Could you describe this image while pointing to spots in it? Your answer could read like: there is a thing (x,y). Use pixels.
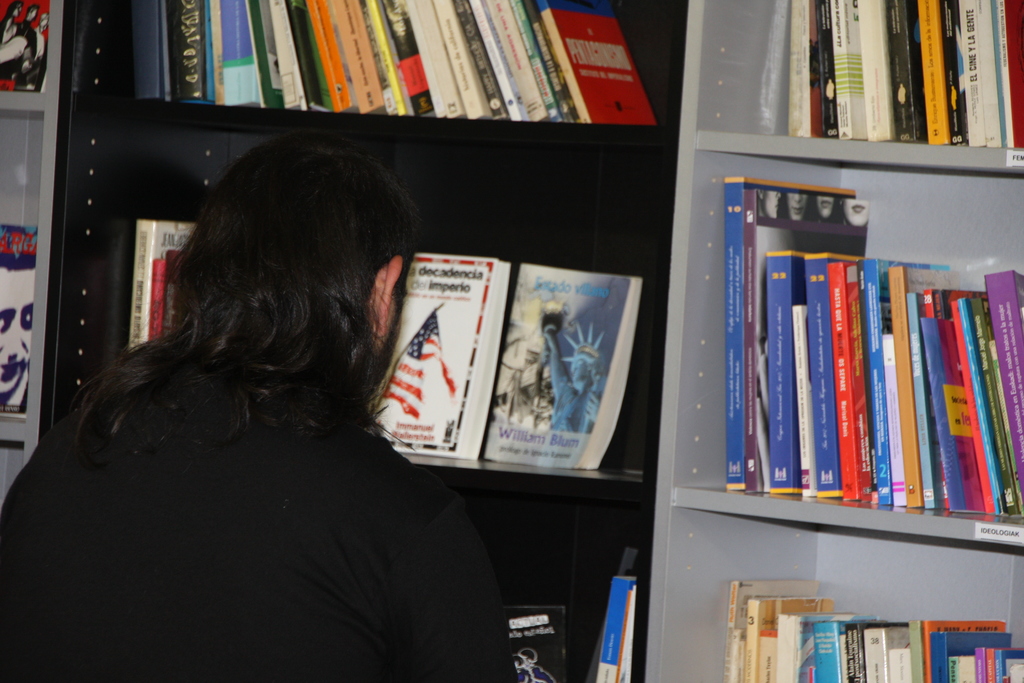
In the image we can see a person (352,441) wearing clothes (310,464). In front of the person (246,418) there are many books (516,389) kept on the shelf (871,236).
